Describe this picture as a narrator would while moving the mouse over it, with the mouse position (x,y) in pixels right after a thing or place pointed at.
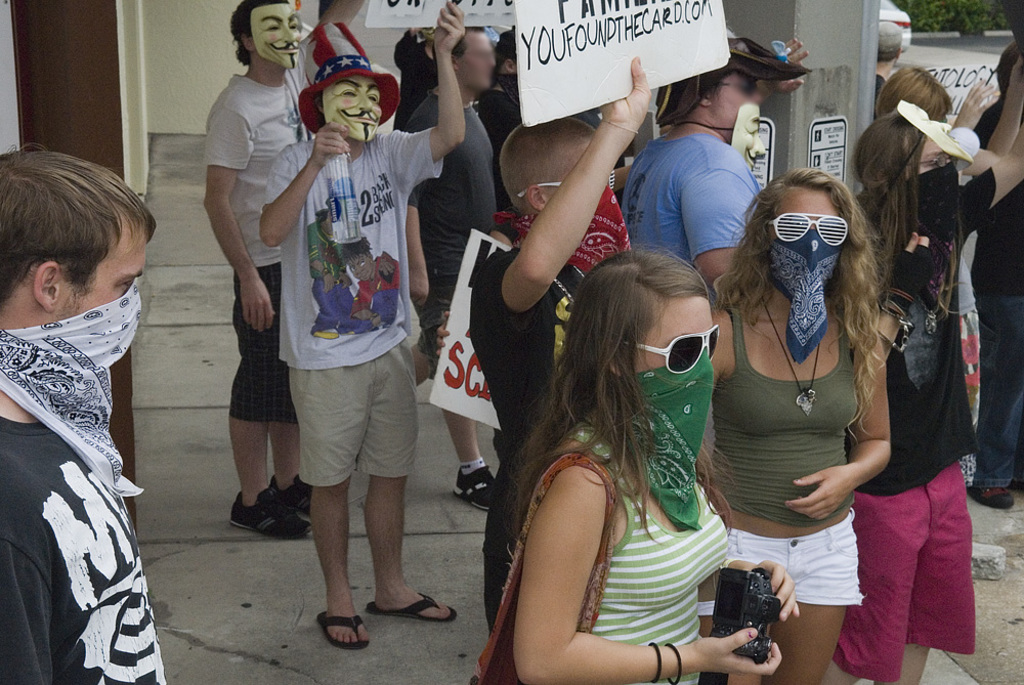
In this image we can see a group of persons (551,228) and among them few people (592,401) are holding objects (688,63). Behind the persons (703,75) we can see a wall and a pillar (862,90). On the top right (967,10), we can see a few plants (934,21) and a vehicle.
